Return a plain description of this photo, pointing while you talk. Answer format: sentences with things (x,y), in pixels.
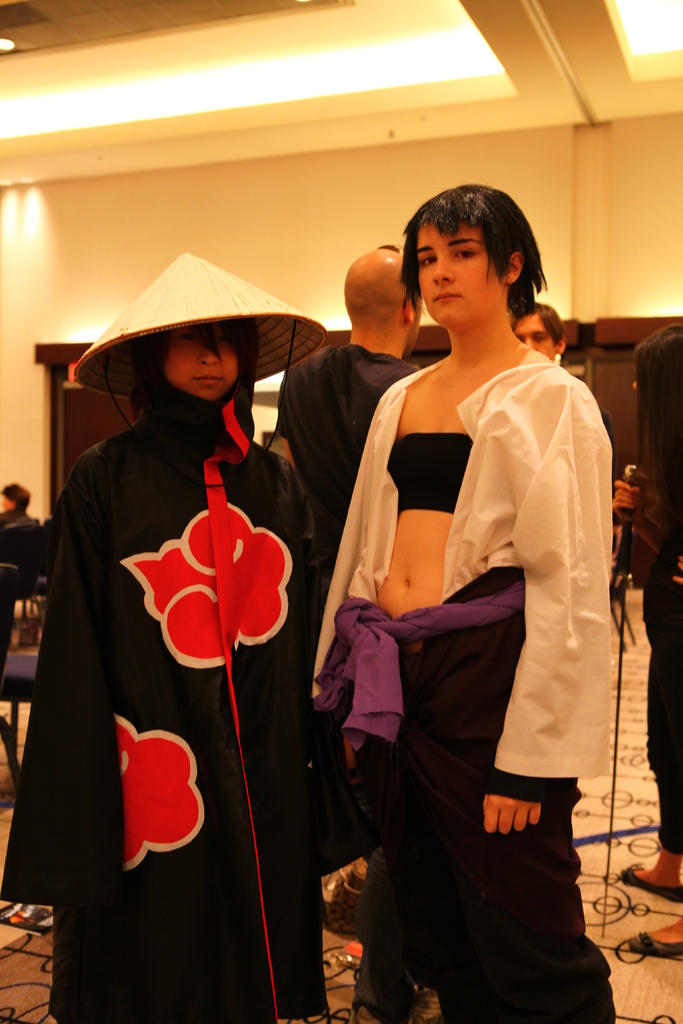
In this picture I can observe two women (194,484) standing. One of them is wearing black color dress (155,685) and a hat (211,310) on her head (142,349). The other woman (395,657) is wearing white color dress (381,521). In the background (358,419) there are some people (345,425) standing. I can observe lights (374,80) in the ceiling (357,82). There is a wall (319,202) in the background (327,211).
